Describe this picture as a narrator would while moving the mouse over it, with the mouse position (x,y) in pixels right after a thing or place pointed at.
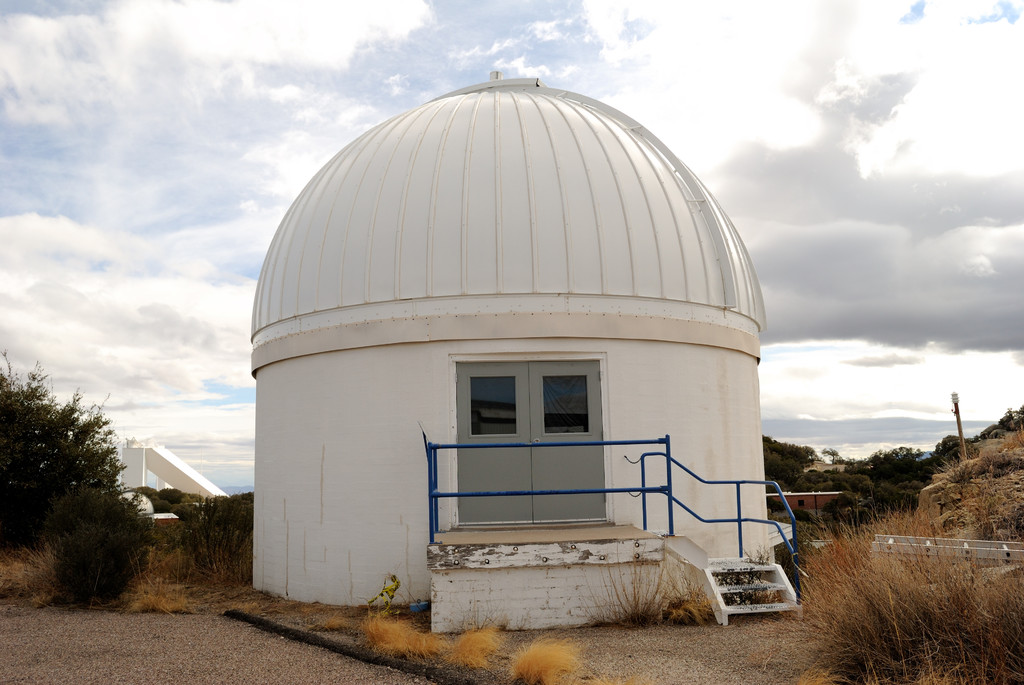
In the middle of this image (505,375) there is a dome (561,340) along with the doors (519,439). There are few stairs (742,590) along with the hand railings (749,521). At the bottom (621,676), I can see the grass (486,636) on the ground (779,643). In the background (105,512) there are many trees (847,491) and a construction (155,463) which seems to be a bridge (163,455). At the top of the image (232,145) I can see the sky (675,88) and clouds (727,93). On the right side (943,556) there is an object (954,555).
